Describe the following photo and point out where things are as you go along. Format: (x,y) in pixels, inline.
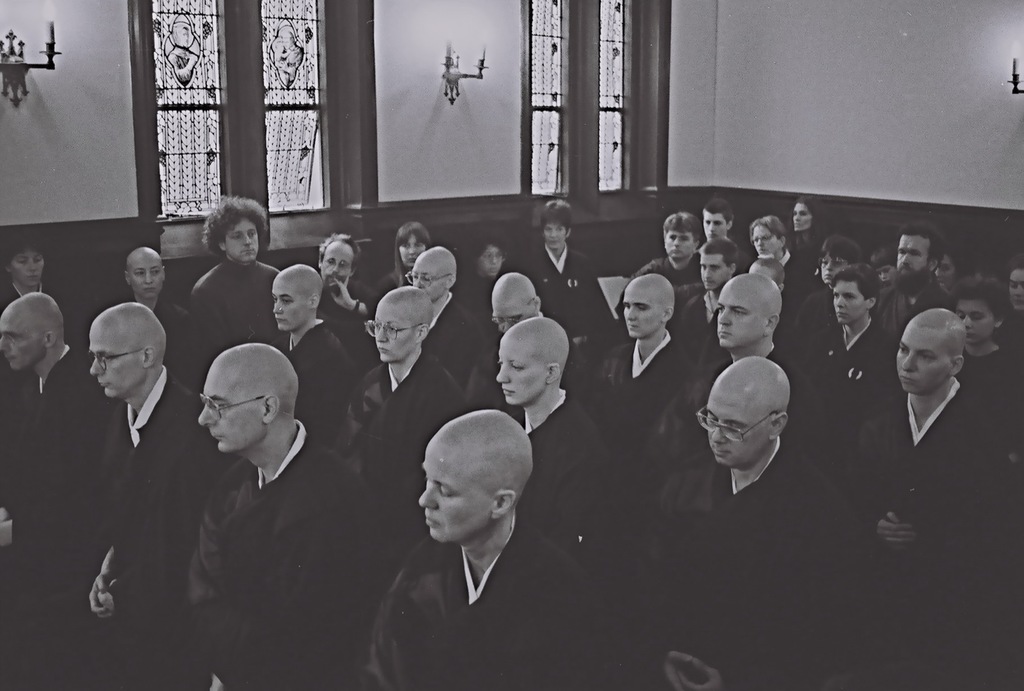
This is a black and white image. There are many people (28,265) standing in the image. In the background of the image (755,202) there is a wall (841,22). There are windows (306,4).
